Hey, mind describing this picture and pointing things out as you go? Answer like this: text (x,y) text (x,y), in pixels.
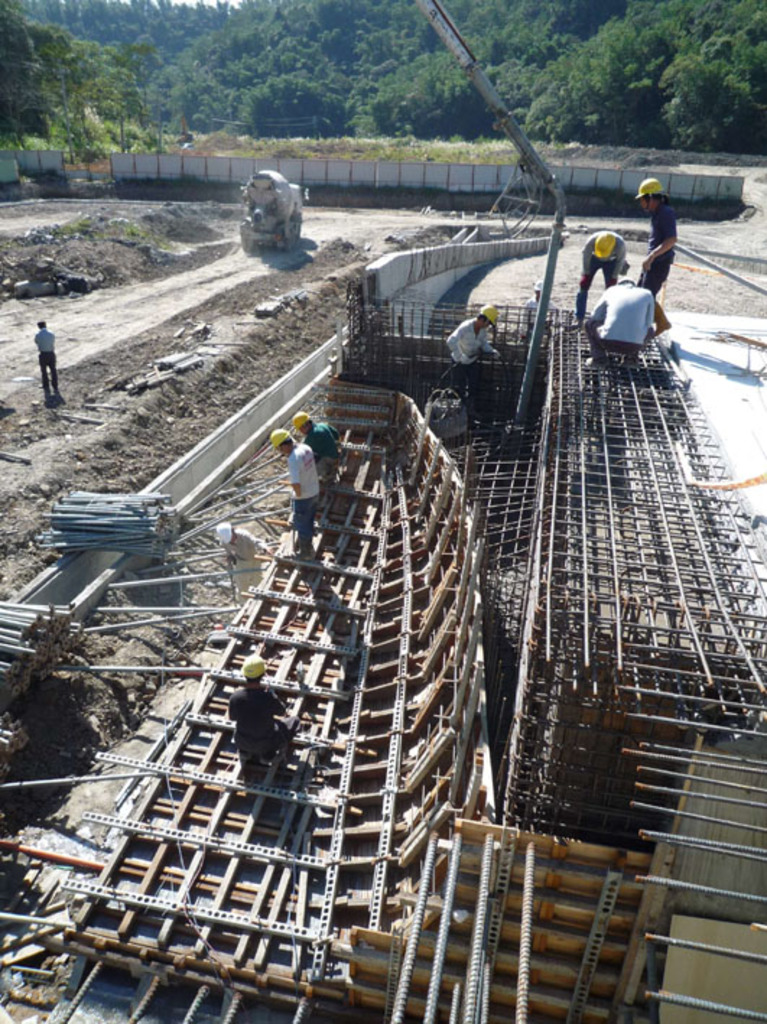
In the foreground of this image (272,677), there are many men (323,434) working in the field (250,525) having rods (121,517), meshes (547,507) and a path (94,323) in it. In the background (264,223), there are trees (478,119) and a truck (275,208) moving on the path (240,243).
